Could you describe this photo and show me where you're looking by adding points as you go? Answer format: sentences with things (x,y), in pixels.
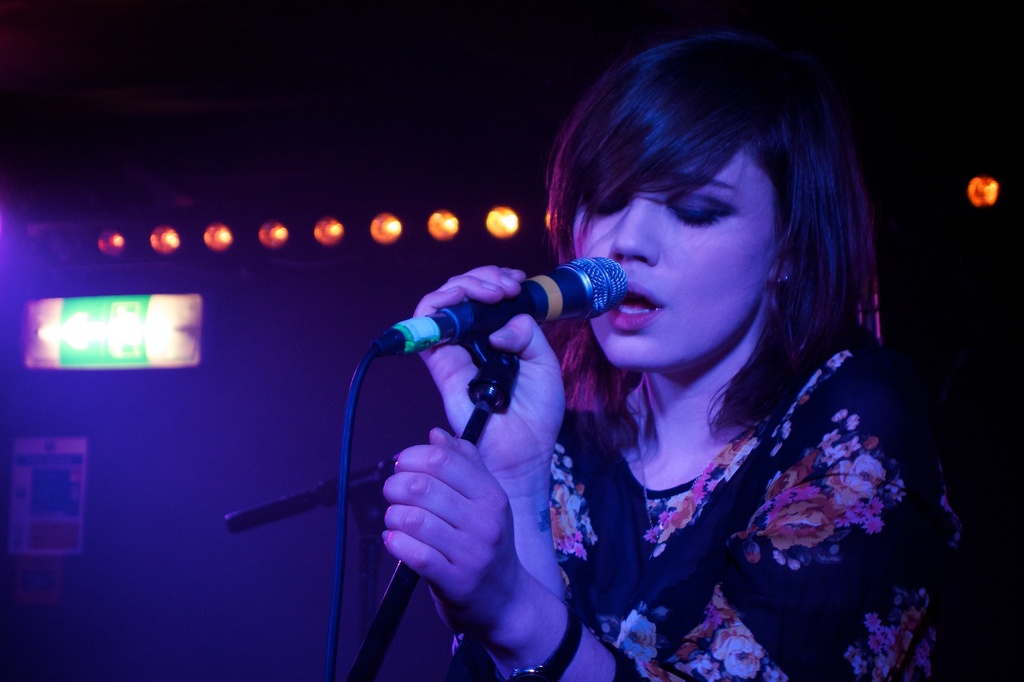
In this image there is a woman (721,484) singing. In front of her there is a microphone (517,315) to the stand (395,583). She is holding the microphone (470,326) and the stand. Behind her there is another microphone (287,507). In the background (303,378) there is a wall (303,363). There are lights (978,196) to the wall (291,217). To the left (44,352) there are boards (60,445) on the wall (60,427).
